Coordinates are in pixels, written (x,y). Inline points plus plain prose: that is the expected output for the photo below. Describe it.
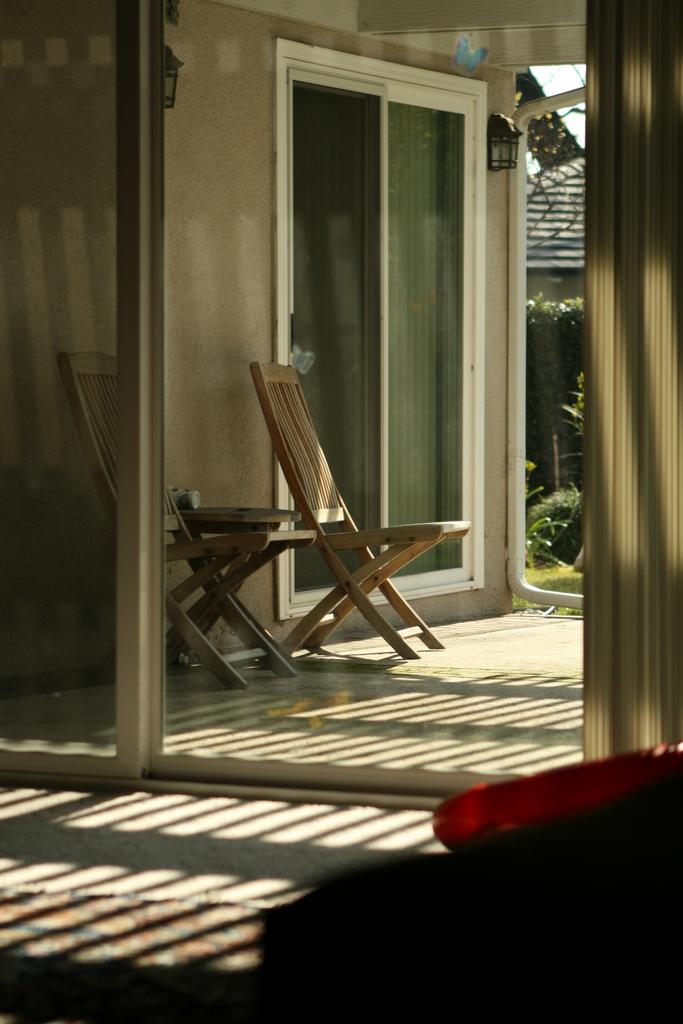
There is a glass door (239,341). In the back (188,548) there are wooden chairs (270,532). Also there are glass doors (353,368). On the wall (263,83) there are lights (167,70). In the back (562,309) there are some plants (555,329).
